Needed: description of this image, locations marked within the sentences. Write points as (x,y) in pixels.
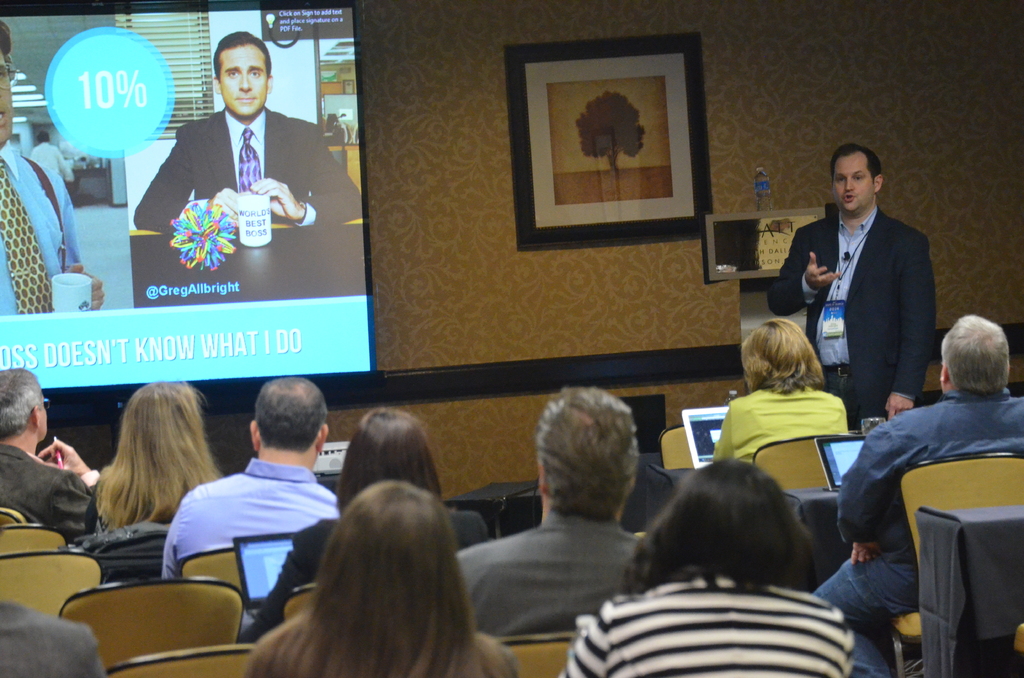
This is a picture taken in a room (505,465), there are a group of people (532,547) sitting on chairs (226,600) in front of these people (636,637) there is a table (809,523) on the table (789,502) there are laptops (254,564) and a man (873,301) in blue blazer (882,270) was standing on floor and explaining something. Behind the people (413,464) there is a projector screen (221,220), wall (438,216) with photos (548,171) and a podium (742,264) on top of the podium (745,243) there is a bottle (761,201).
